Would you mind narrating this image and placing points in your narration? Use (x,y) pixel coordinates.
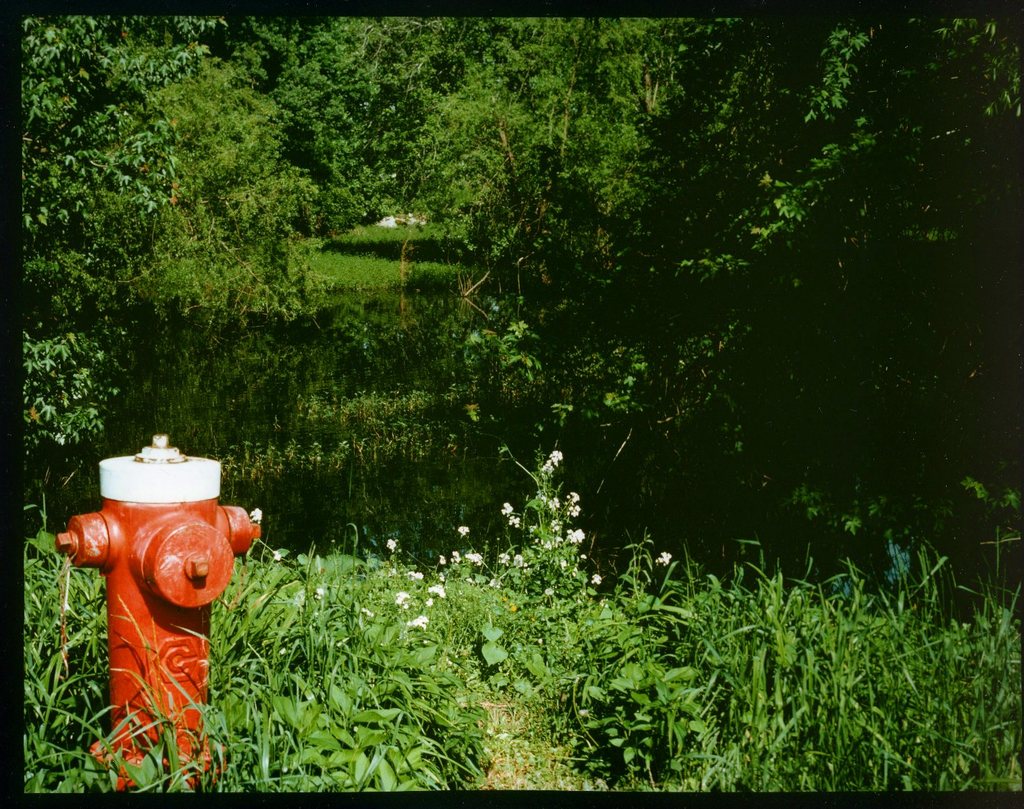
In this picture we can see the greenery (985,649). We can see the trees (509,88), plants (582,572), flowers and the water (453,513). On the left side of the picture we can see a hydrant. Borders (131,800) of the image are in black color.
